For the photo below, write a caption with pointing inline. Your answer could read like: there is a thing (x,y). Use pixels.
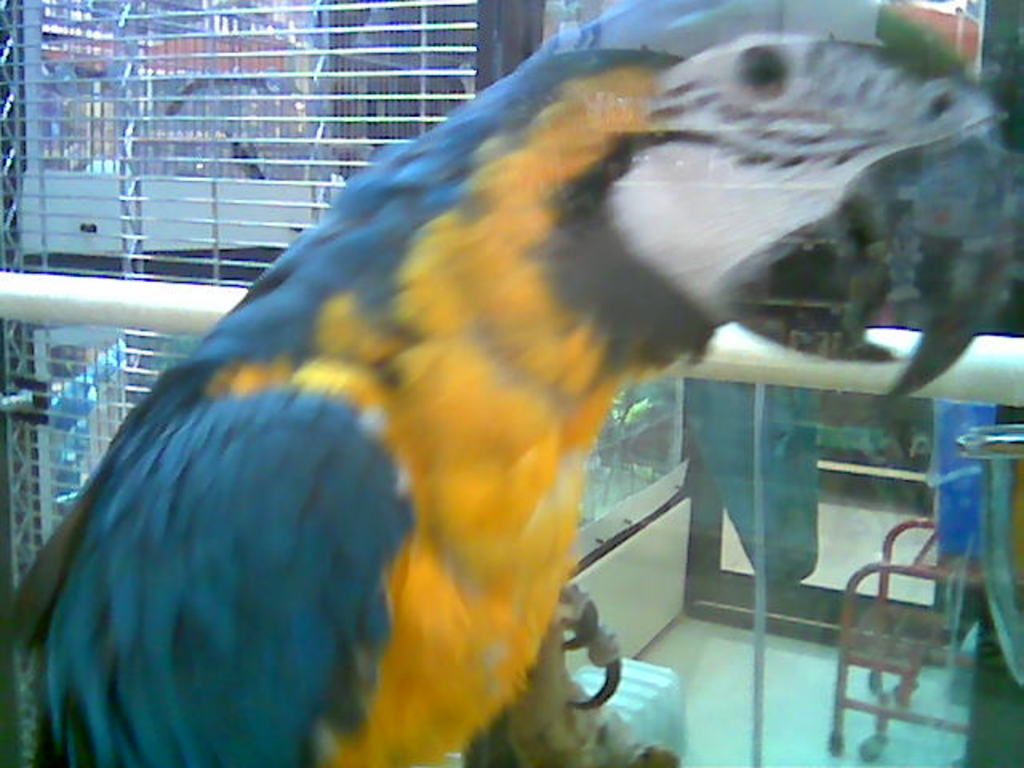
In this picture I can see a parrot (277,348), there is a rod (971,397), these are looking like cages (110,229), and in the background (637,496) there are some objects (674,393).
